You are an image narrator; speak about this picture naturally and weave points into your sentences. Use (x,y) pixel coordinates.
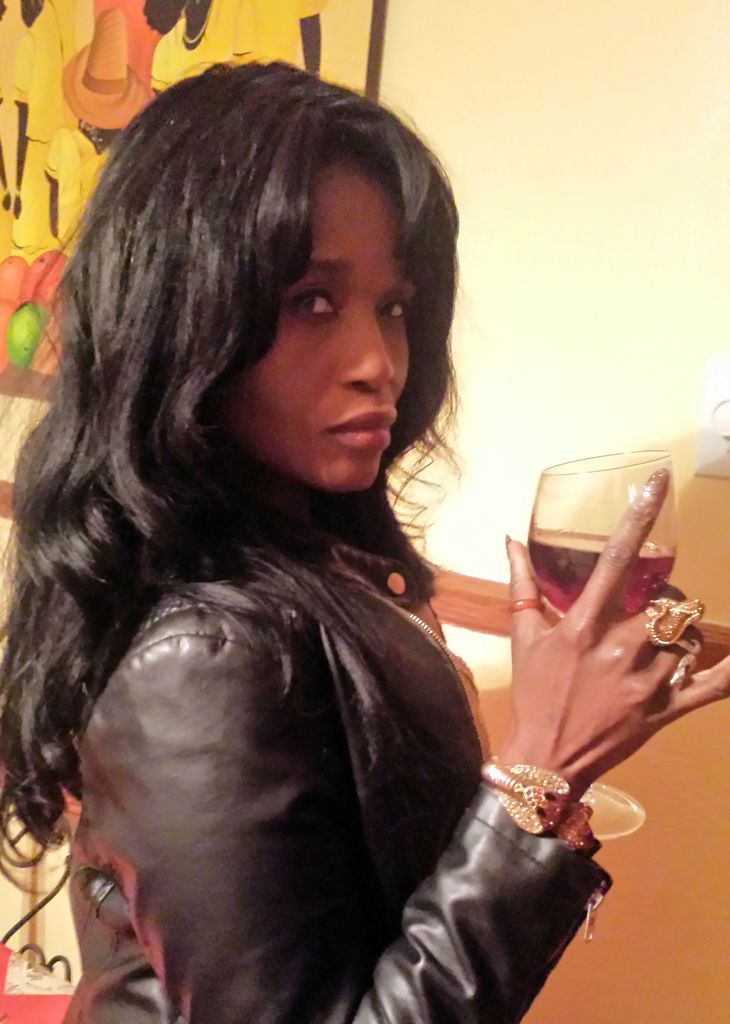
There is a woman (520,996) standing in the center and she is holding a glass of wine (577,478) in her hand (596,605).
